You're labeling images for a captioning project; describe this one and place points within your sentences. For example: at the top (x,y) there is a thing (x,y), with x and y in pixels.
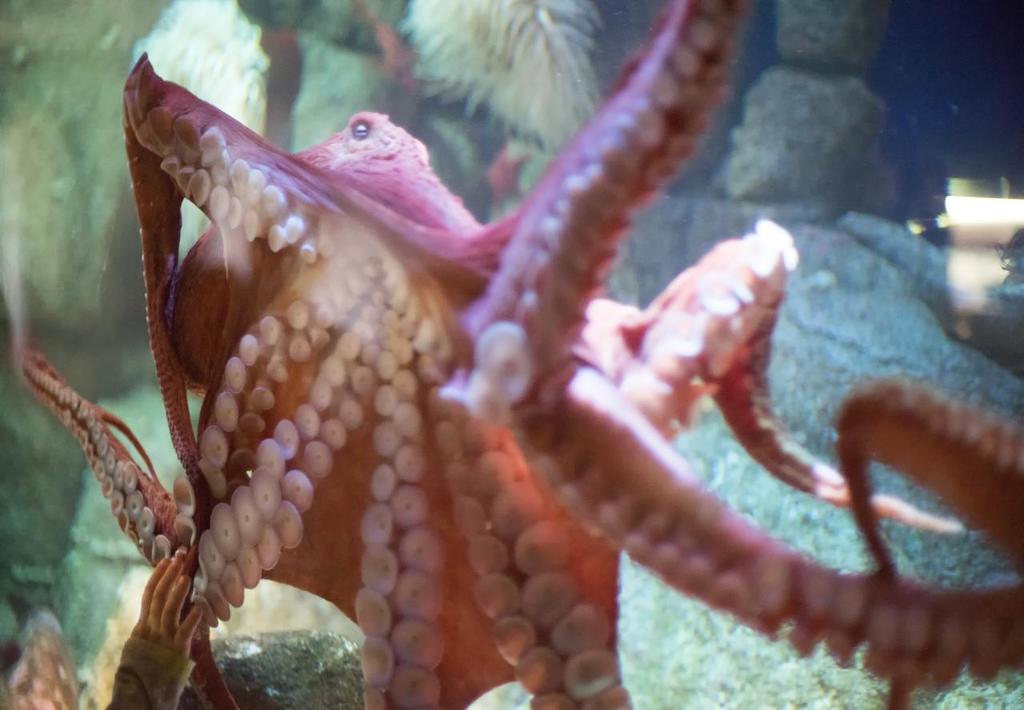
In this image, I can see a transparent glass (170,461). Behind the transparent glass (338,509), there is an octopus (369,283), a plant (545,124) and rocks (812,440) under the water (364,637). In the bottom left side of the image (139,631), I can see a person's hand (135,645).
